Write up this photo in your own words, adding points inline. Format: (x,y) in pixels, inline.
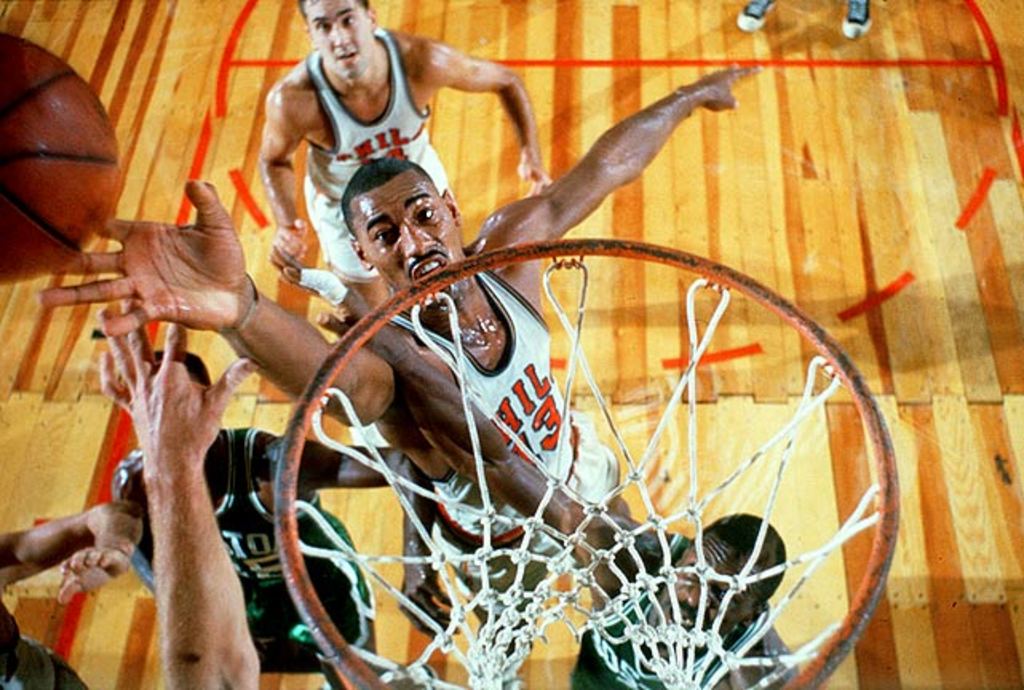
In this image we can see men (312,277) standing on the wooden floor (502,186), ball (109,215) and a basketball basket (601,551).
